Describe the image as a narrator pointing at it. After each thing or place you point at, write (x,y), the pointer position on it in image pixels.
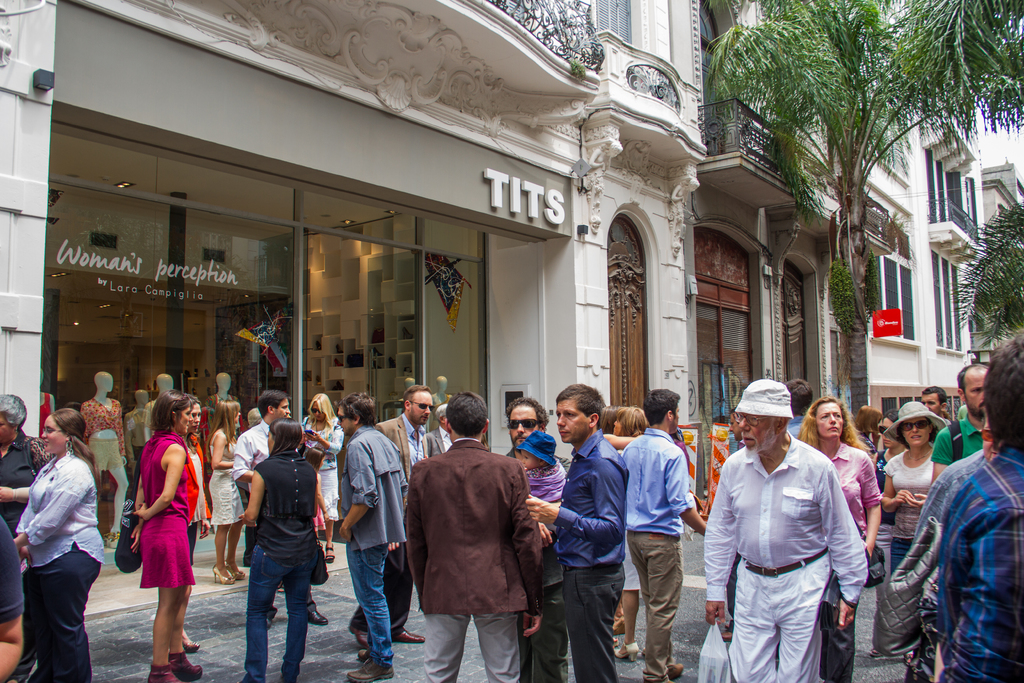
In this image there are people (522,491) doing different activities, in the background (463,189) there is a shop (410,313) and there are trees (908,102).
